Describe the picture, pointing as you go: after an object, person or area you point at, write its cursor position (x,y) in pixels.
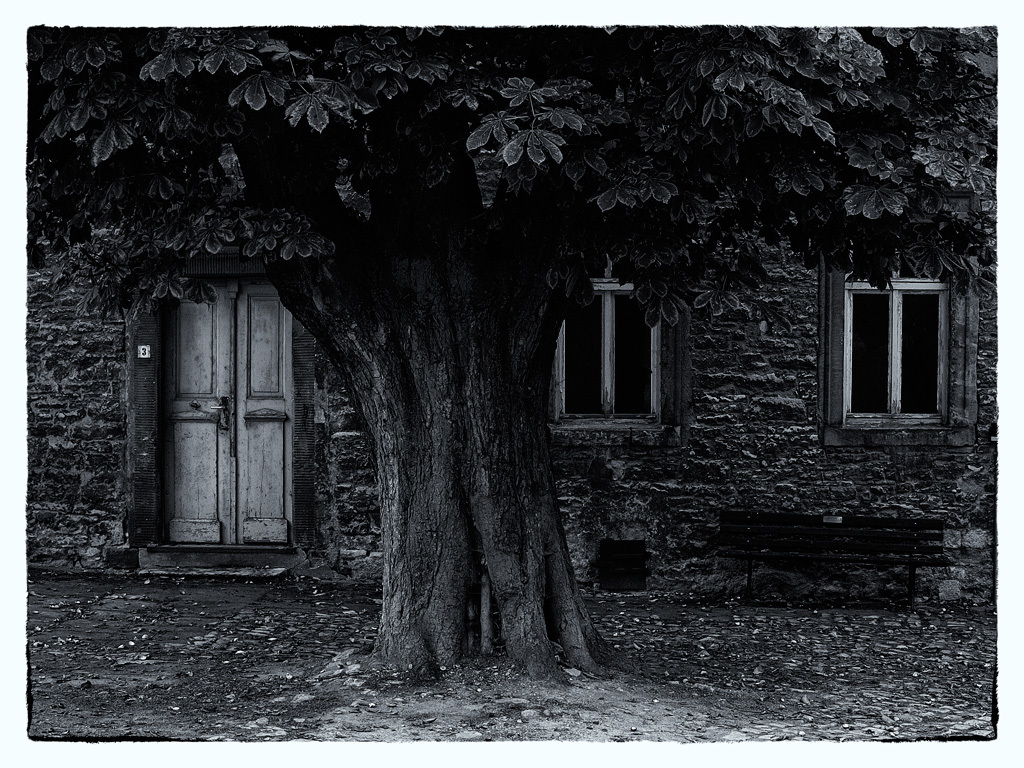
This is a black and white image. In this image we can see a house (676,469) with windows (592,414) and a door (311,480). We can also see some stones (709,652) on the ground (664,669), a container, a bench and a tree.
